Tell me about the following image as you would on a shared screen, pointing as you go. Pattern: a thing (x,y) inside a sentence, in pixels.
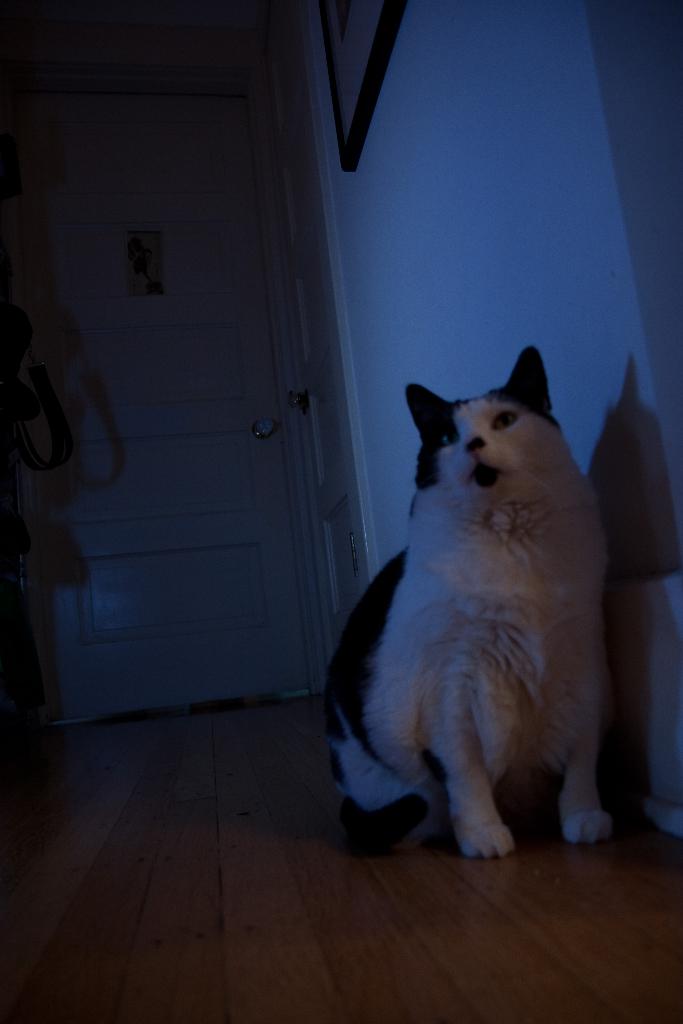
In this image, I can see a cat (476,837) on the floor (417,861). At the top of the image (337,121), there is a photo frame (355,86) attached to the wall (400,142). In the background (172,542), I can see a door (229,395) with a door handle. On the left side of the image (20,360), it looks like a bag (22,399).
